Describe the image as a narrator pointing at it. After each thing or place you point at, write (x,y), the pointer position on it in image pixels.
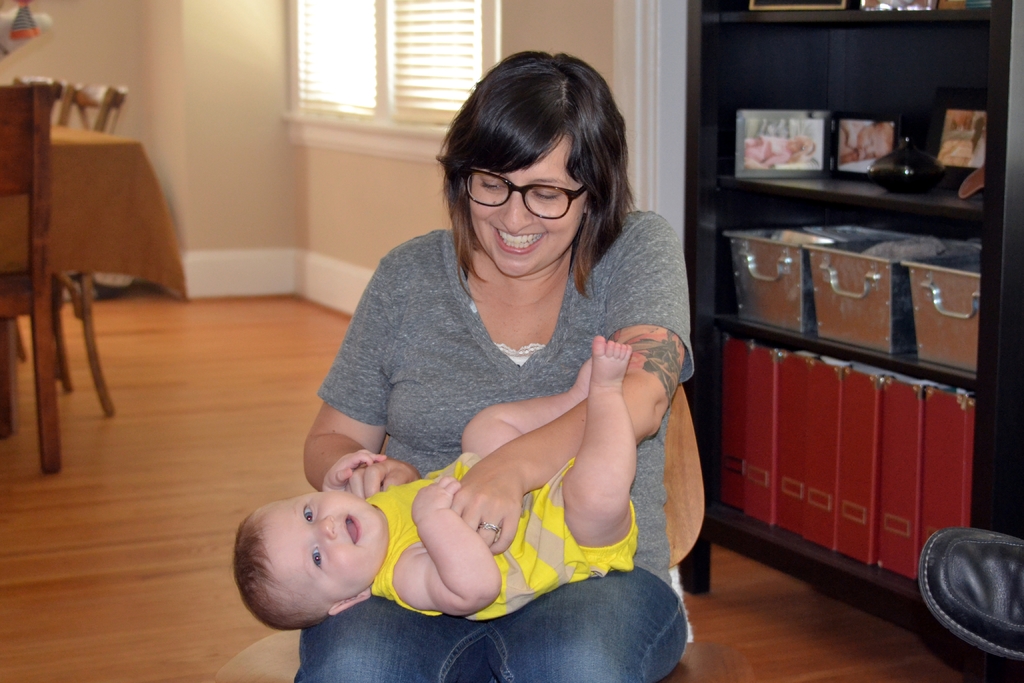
In this picture there is a woman (536,333) who is holding a baby boy (413,498). She is sitting on the chair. On the right (922,457) I can see the files (964,429), buckets (916,301) and other objects (970,179) on the wooden shelves (934,201). On the left (14,177) I can see the dining table (98,129) and chairs (9,99). At the top (349,42) I can see the window (456,48).
